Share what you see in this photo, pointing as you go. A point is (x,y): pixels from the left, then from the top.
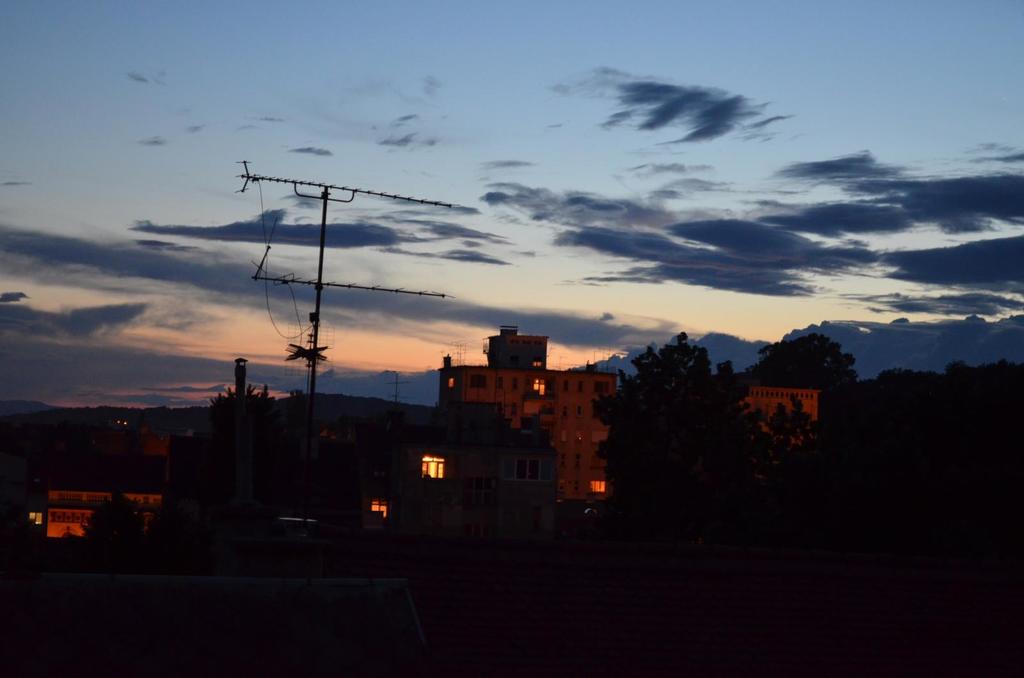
In the middle of the image (469,440) it is dark and we can see buildings (583,458), trees (827,454) and antennae (311,366). In the background of the image (687,273) we can see sky (577,353) with clouds (718,273).
